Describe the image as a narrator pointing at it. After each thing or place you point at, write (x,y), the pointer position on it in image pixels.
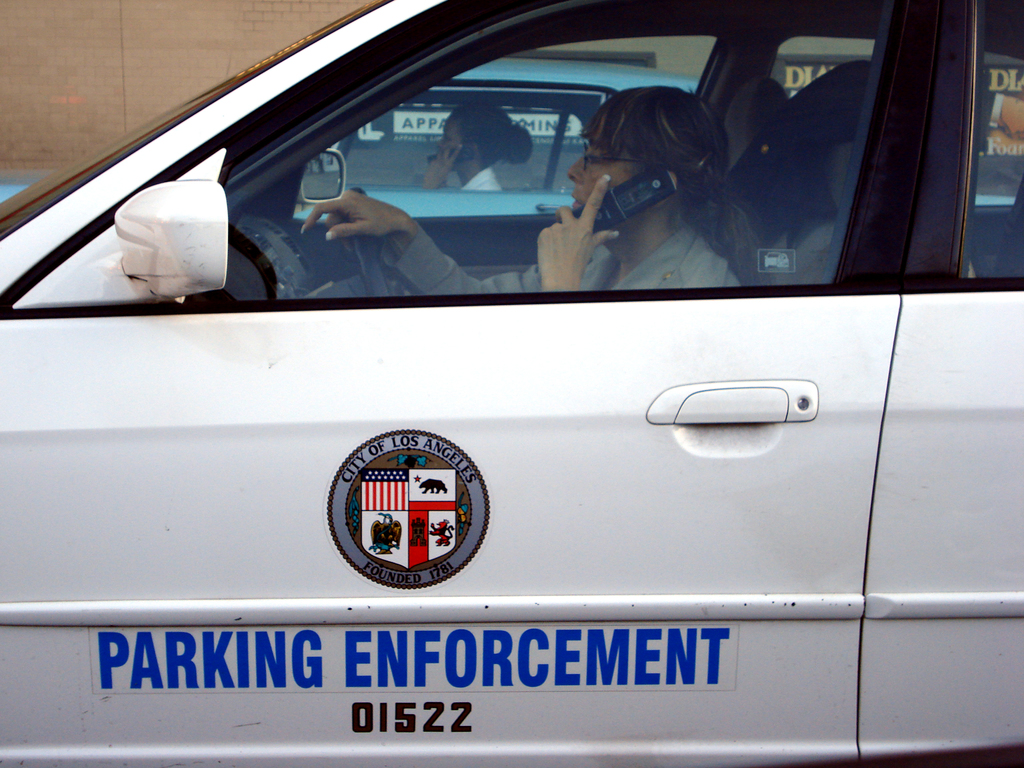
The image consists of a parking enforcement car (582,460) in which an officer (636,255) is driving and talking on phone (622,209) and beside it there is another car (440,195) with lady (486,150) talking on phone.
